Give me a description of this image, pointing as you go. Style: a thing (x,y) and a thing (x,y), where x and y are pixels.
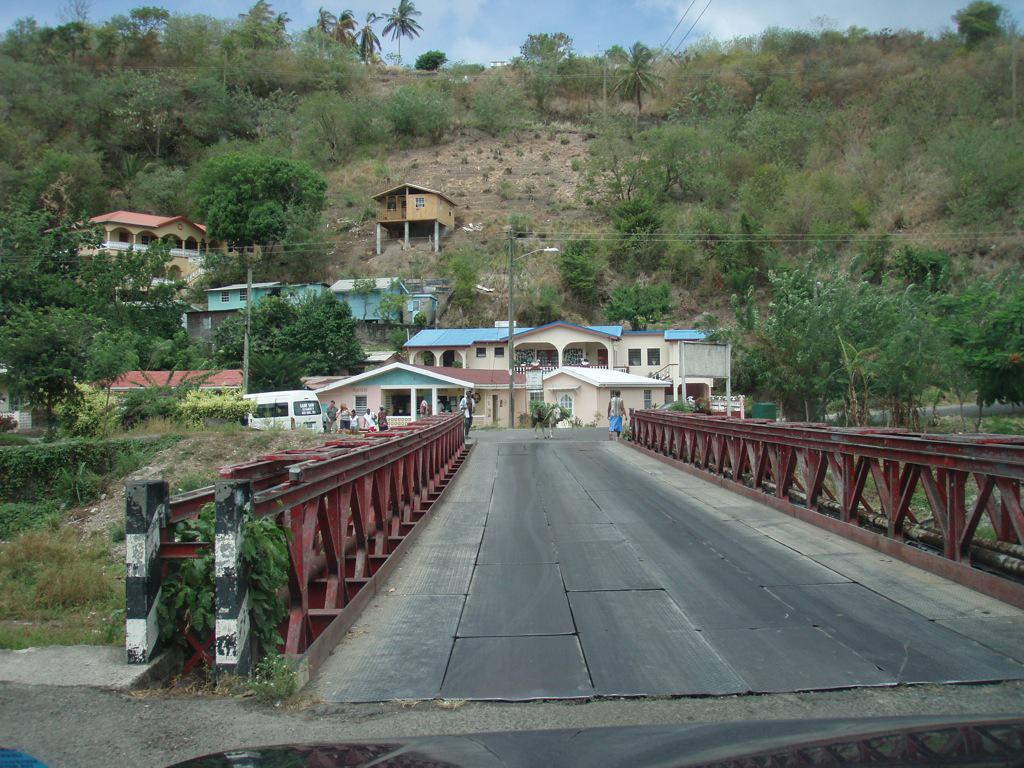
In the picture we can see a bridge (773,679) with a railing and far away from the bridge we can see the houses (201,307) and behind it, we can see the hill (29,232) covered with trees (756,100) and the grass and on the top of the hill (960,180) we can see the sky (274,15) with clouds (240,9).
